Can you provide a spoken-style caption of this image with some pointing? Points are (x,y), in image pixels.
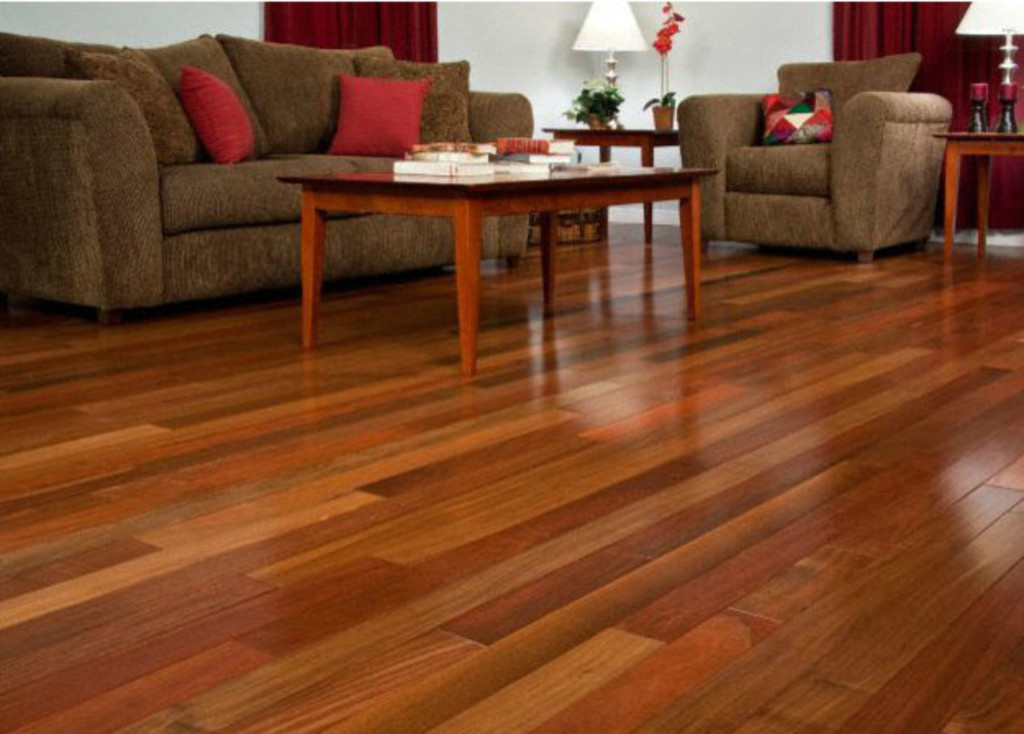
In this image i can see a table (312,311) couch (326,165), lamp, flower vase (668,105).
